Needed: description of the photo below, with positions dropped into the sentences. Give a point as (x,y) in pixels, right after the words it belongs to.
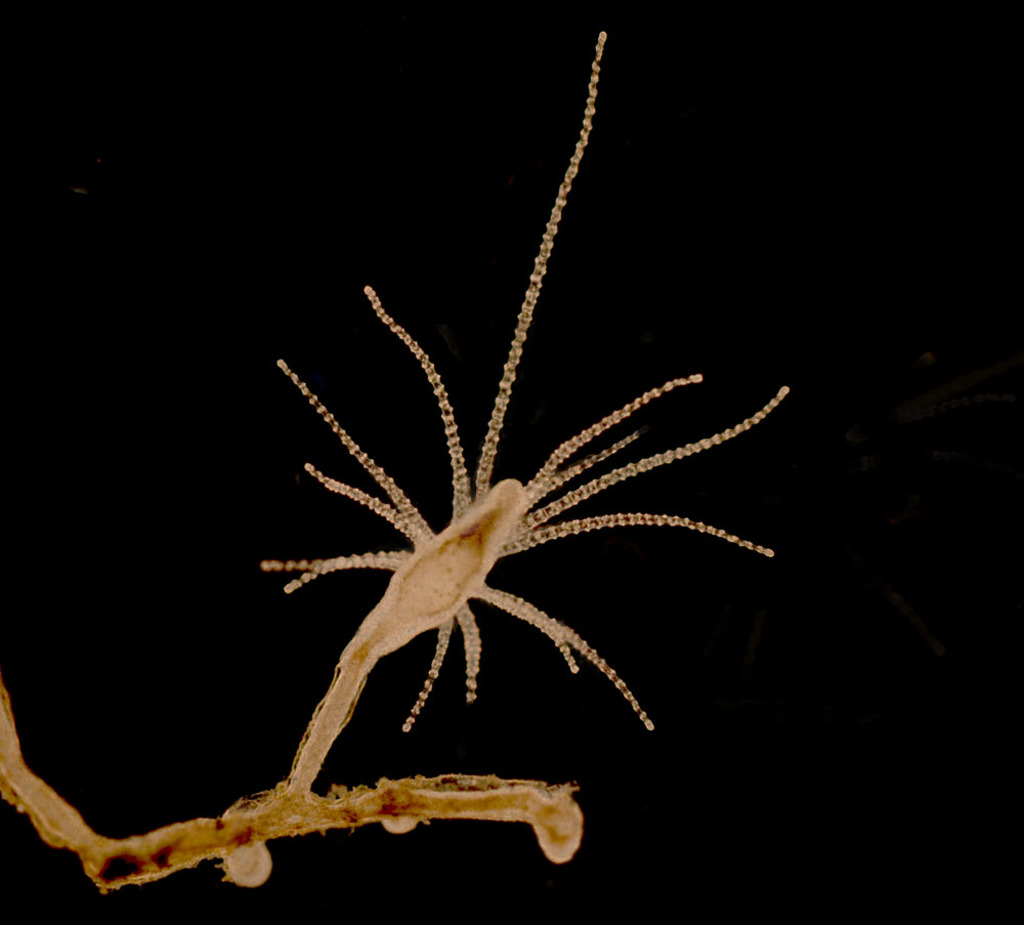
In this image there is a polyp (581,470). Background (981,882) is black in colour.
